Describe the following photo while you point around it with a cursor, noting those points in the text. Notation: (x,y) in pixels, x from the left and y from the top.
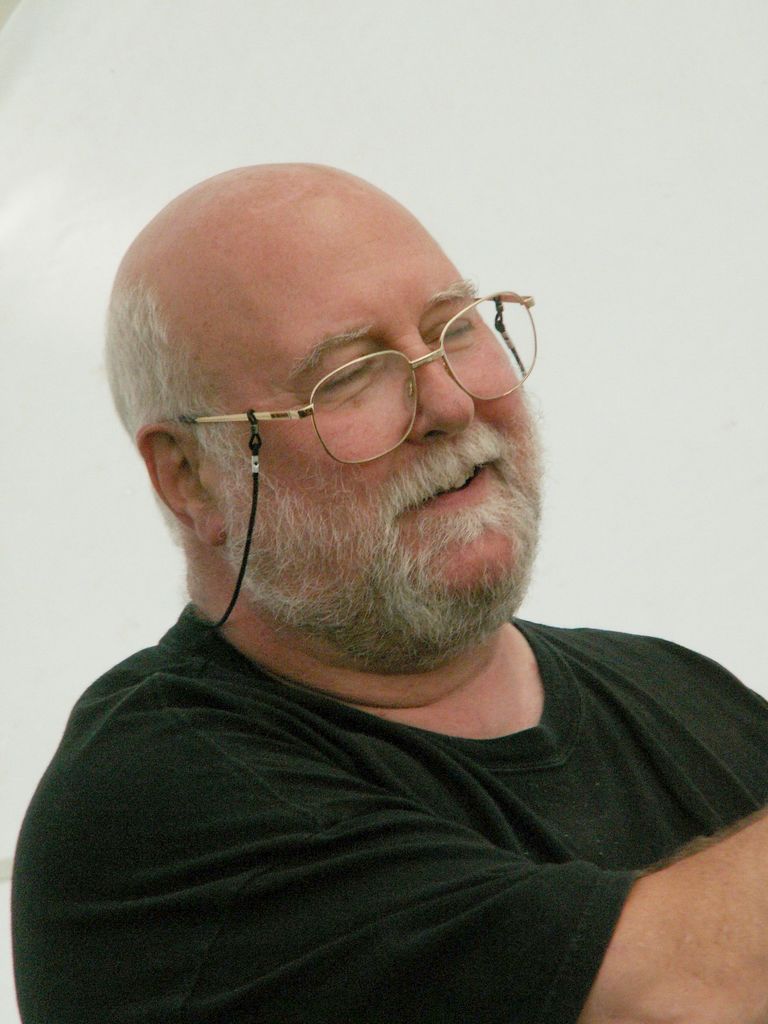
In this image I can see an old man (489,672) is there, he wore black color t-shirt (356,810) and gold color spectacles (378,356).
